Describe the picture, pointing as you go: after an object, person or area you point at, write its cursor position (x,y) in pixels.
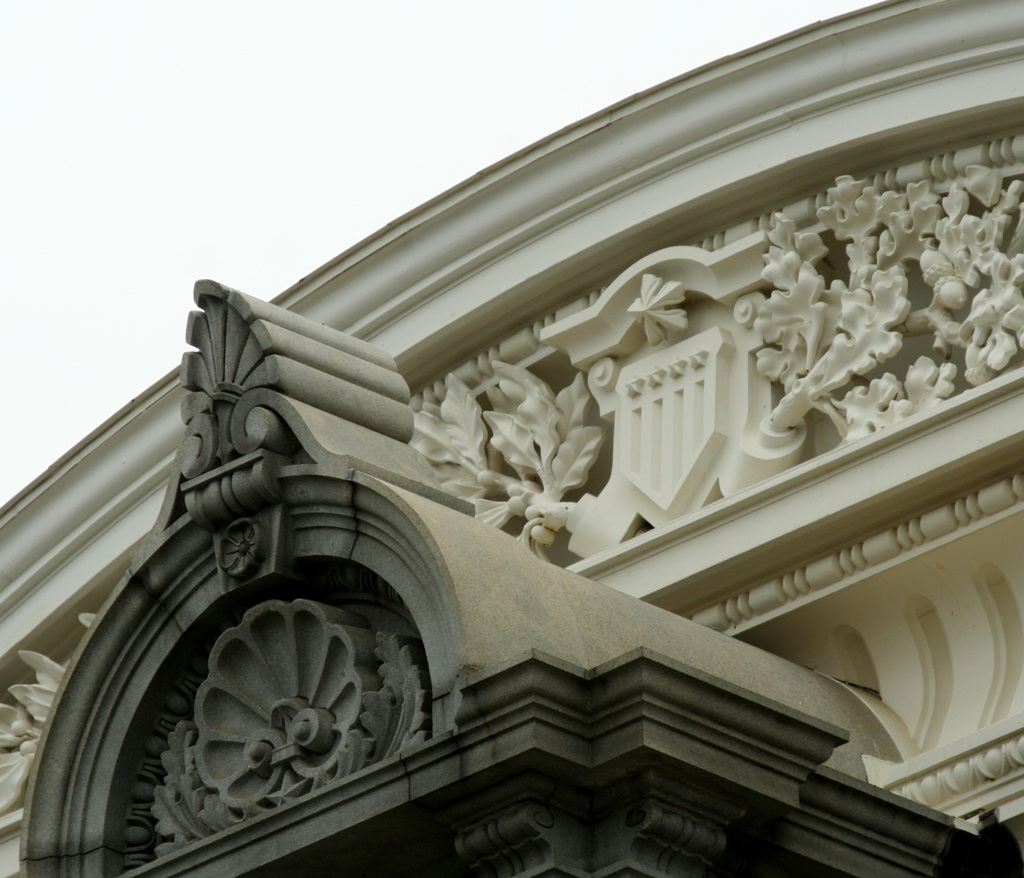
The picture consists of a construction (575,364) with sculptures (556,433) on it. At the top (216,129) it is sky (324,124).
